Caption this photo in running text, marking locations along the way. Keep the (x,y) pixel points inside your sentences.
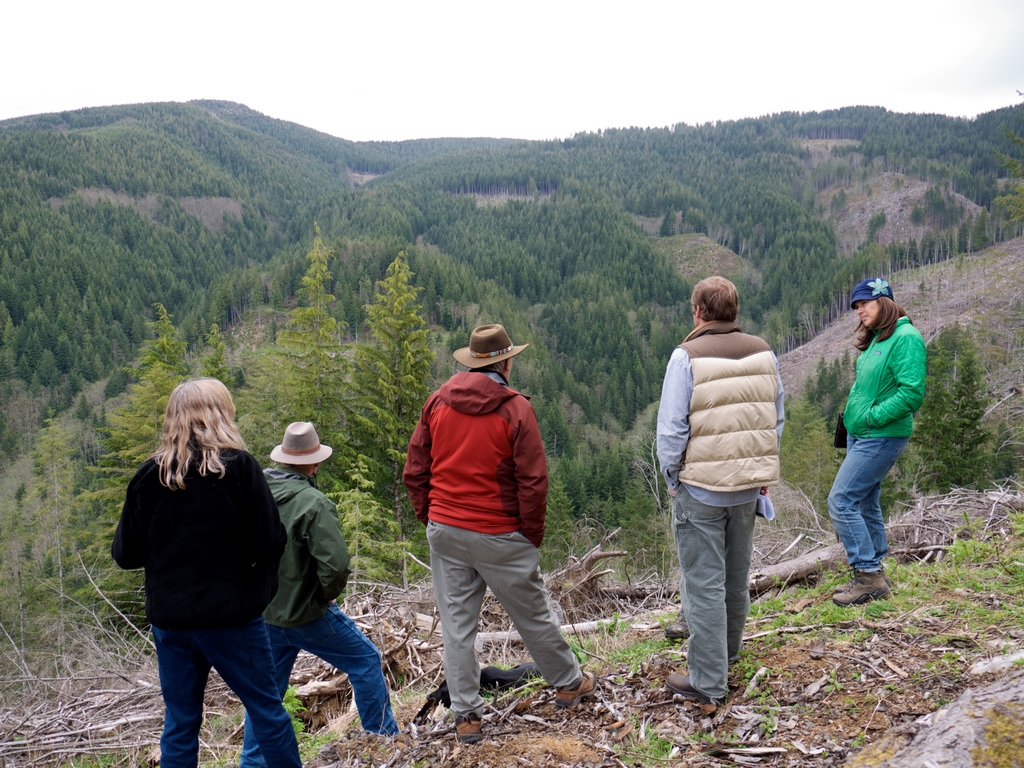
In this image we can see few people (717,509) standing on the ground (676,712) and in front of the people (374,657) there are fallen branches (565,600) on the ground (376,628) and there are few trees (442,281), mountains (516,199) and the sky (536,80).
